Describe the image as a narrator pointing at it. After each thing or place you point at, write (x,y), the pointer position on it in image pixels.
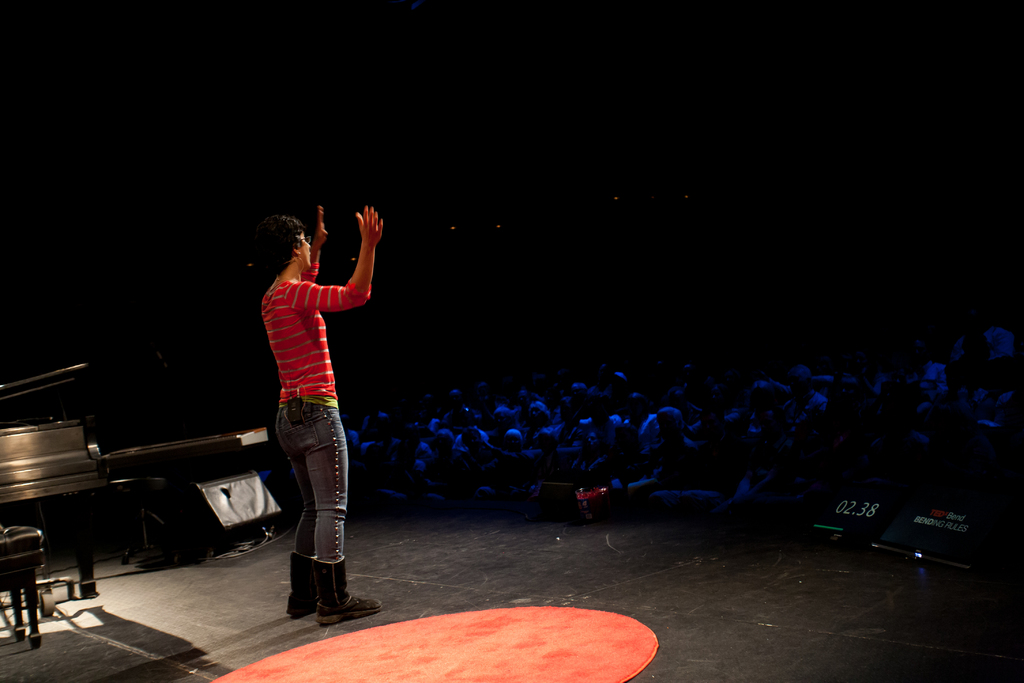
There is a person (311,379) who is standing on the floor (510,595). She is in a red color t shirt (320,319). These are some musical instruments (48,424). Here we can see some persons (775,430) are sitting on the chairs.
